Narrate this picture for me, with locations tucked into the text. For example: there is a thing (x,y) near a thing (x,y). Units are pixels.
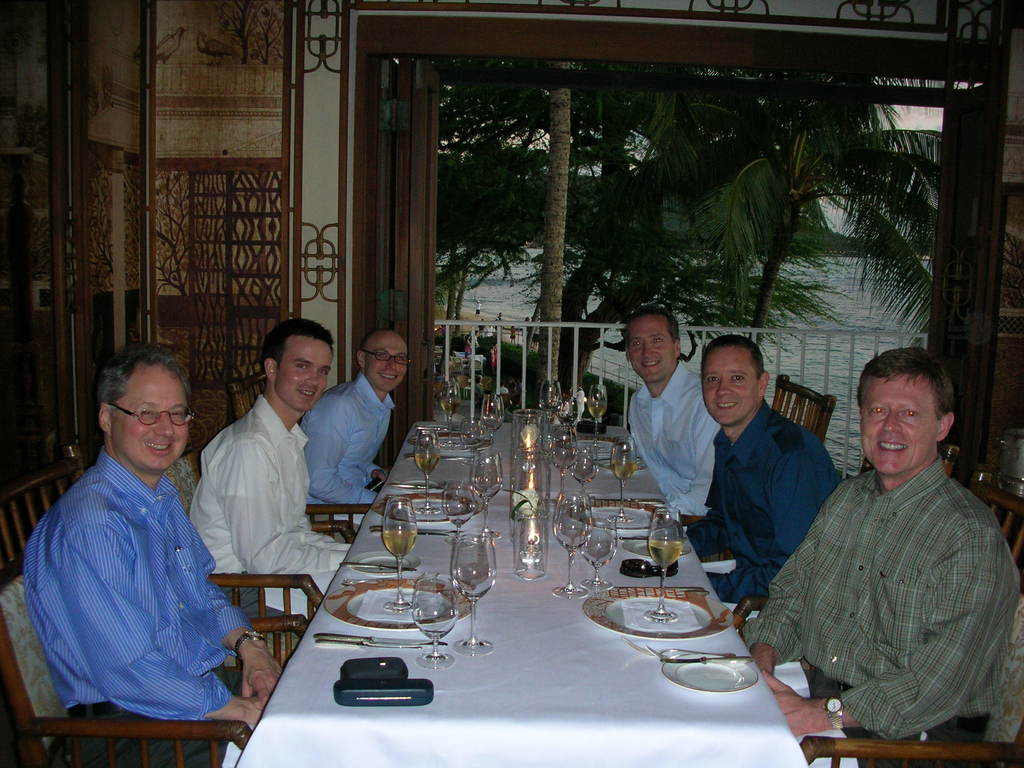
The picture is taken inside a room (373,538) where there are six men (242,600) sitting on the chairs (263,581) and in front of them there is a big table (532,652) on which there are glasses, plates (379,624), spoons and some boxes (413,704) and outside of the room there is a sea (828,303) and trees (578,286) and beach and some people (476,343) in the beach (471,320) are walking.
